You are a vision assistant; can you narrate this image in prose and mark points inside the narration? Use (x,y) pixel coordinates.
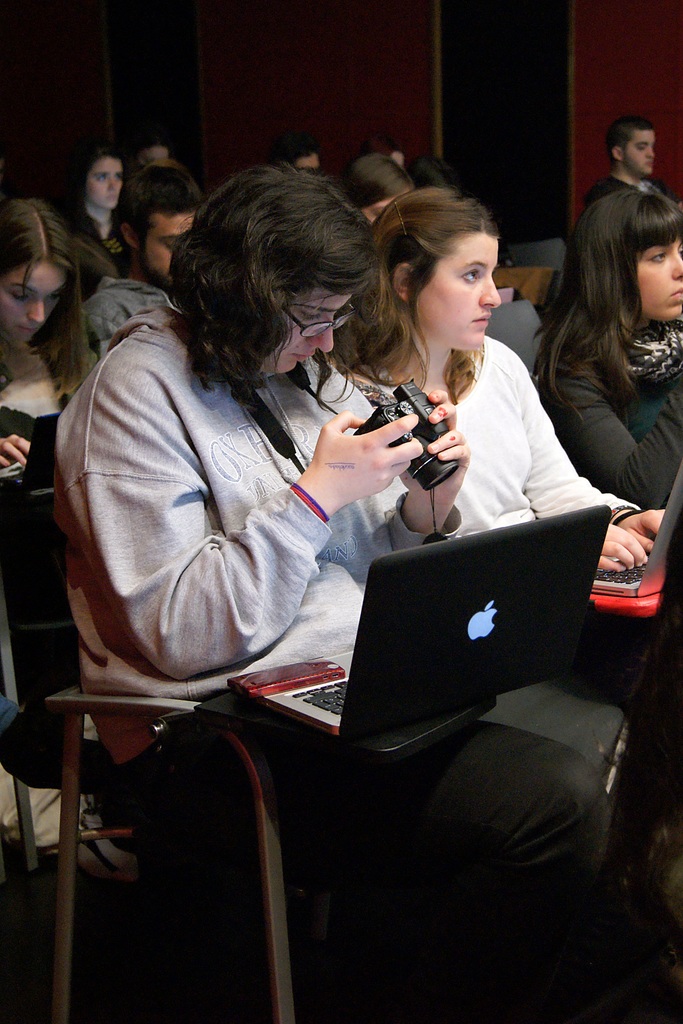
In this image there are some people (490,361) who are sitting on chairs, in the foreground (384,689) there is one woman (484,787) who is sitting and she is holding a camera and she is holding a laptop (411,692), and some of them are holding laptops (632,571). In the background (375,76) there is a wall (384,94).
